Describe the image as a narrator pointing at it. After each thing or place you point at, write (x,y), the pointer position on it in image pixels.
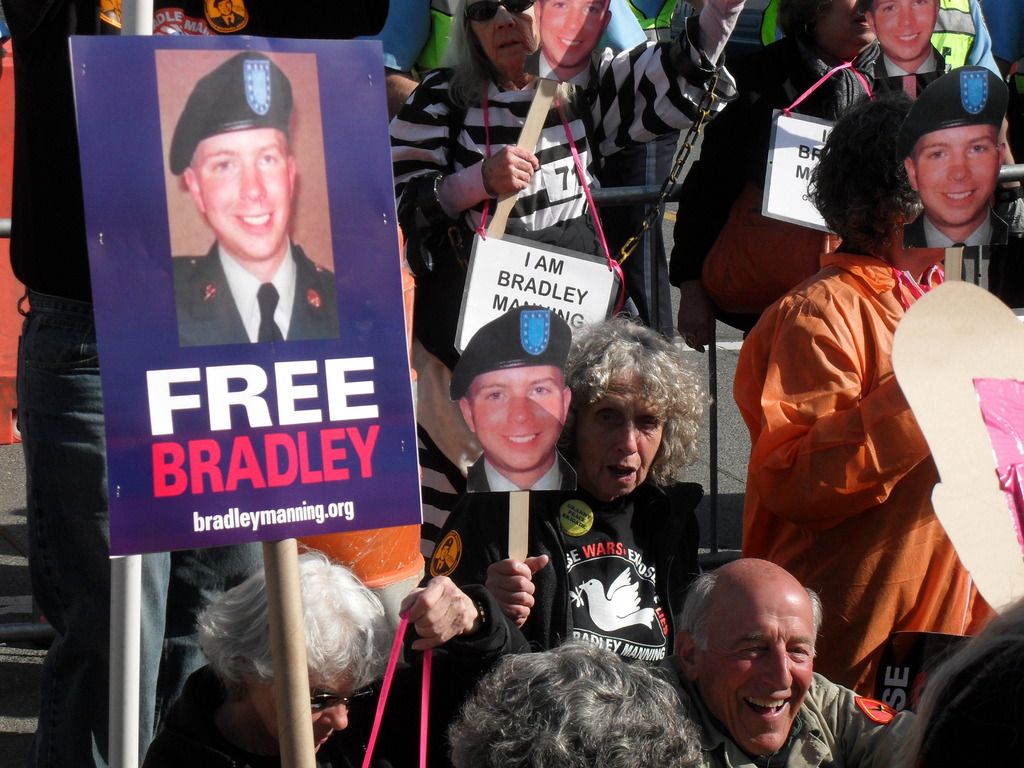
In this picture, we can see a group of people (592,506) standing on the path (726,506) and some people (578,482) are holding the sticks (524,133) with boards (561,312).
